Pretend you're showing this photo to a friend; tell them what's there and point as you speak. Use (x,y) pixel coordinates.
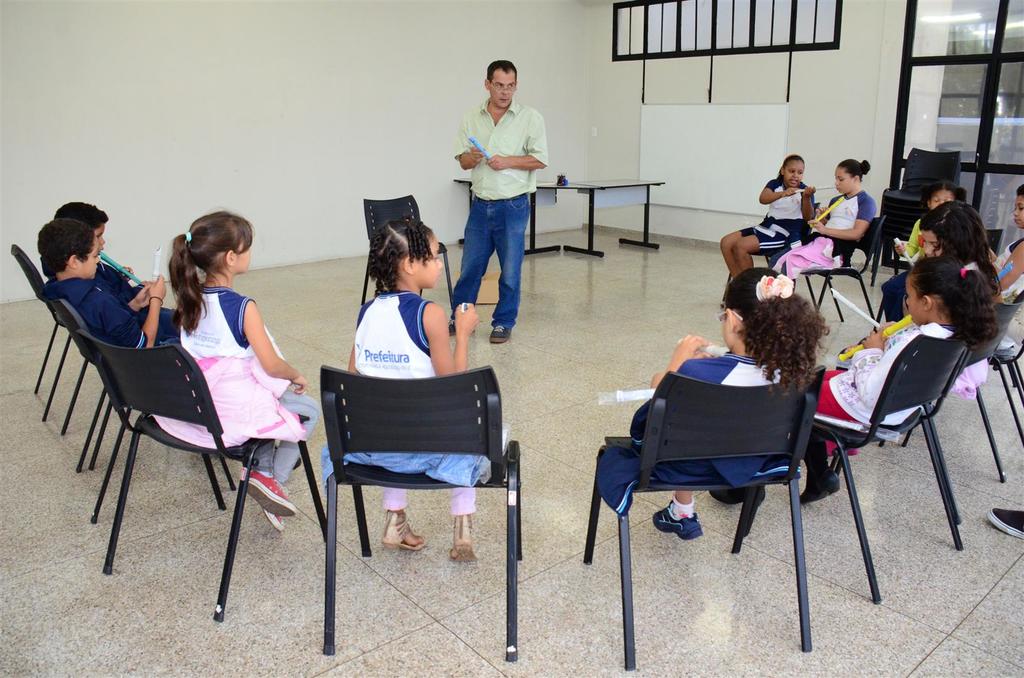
In the image we can see there are kids (180,331) who are sitting on chair (61,367) and in front of them there is a man (504,166) who is standing and he is looking at them.
